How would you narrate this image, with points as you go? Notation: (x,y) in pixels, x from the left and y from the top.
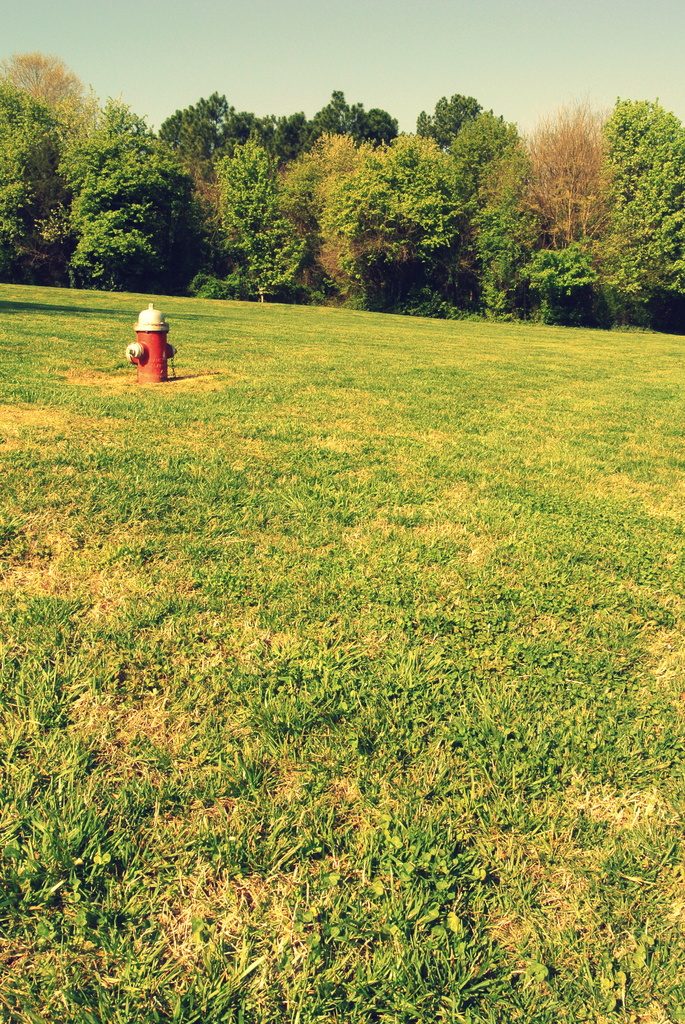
In this picture we can see a water hydrant (155,341), in the background (550,294) we can see few trees (420,169), and also we can see grass (413,502).
